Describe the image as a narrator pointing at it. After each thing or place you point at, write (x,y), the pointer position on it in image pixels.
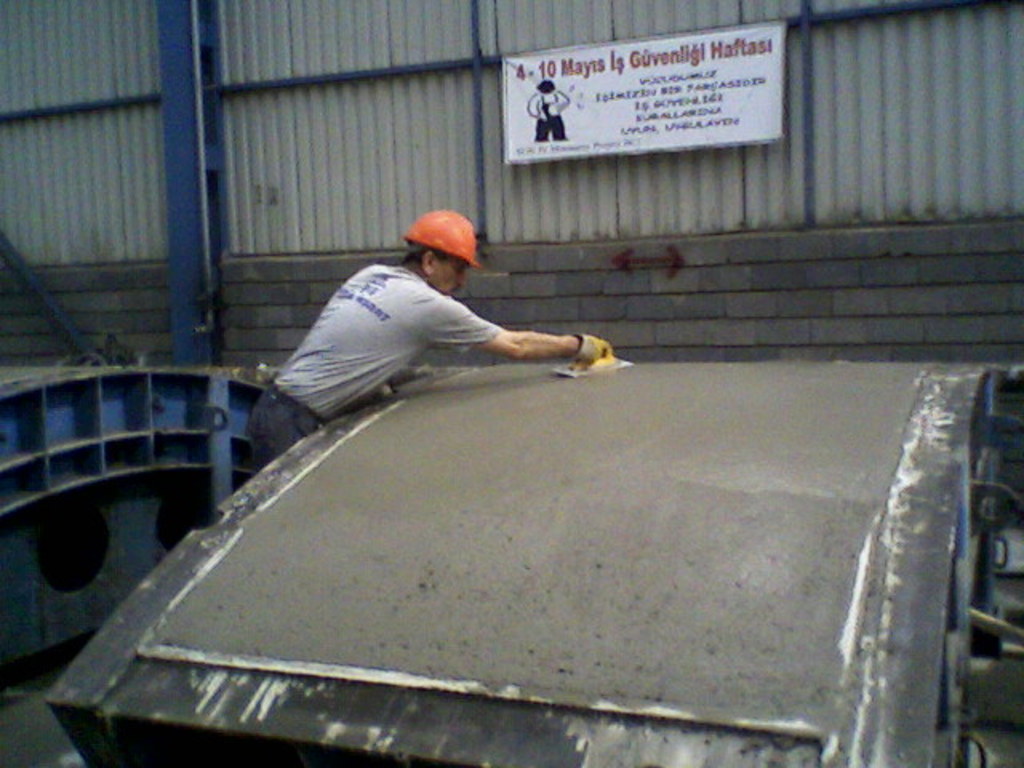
In the center of the image (383,265) there is a person (431,252) wearing a orange color helmet (462,223) and he is constructing a cement structure (693,695). In the background of the image (792,288) there is a wall (274,277). There is a banner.
